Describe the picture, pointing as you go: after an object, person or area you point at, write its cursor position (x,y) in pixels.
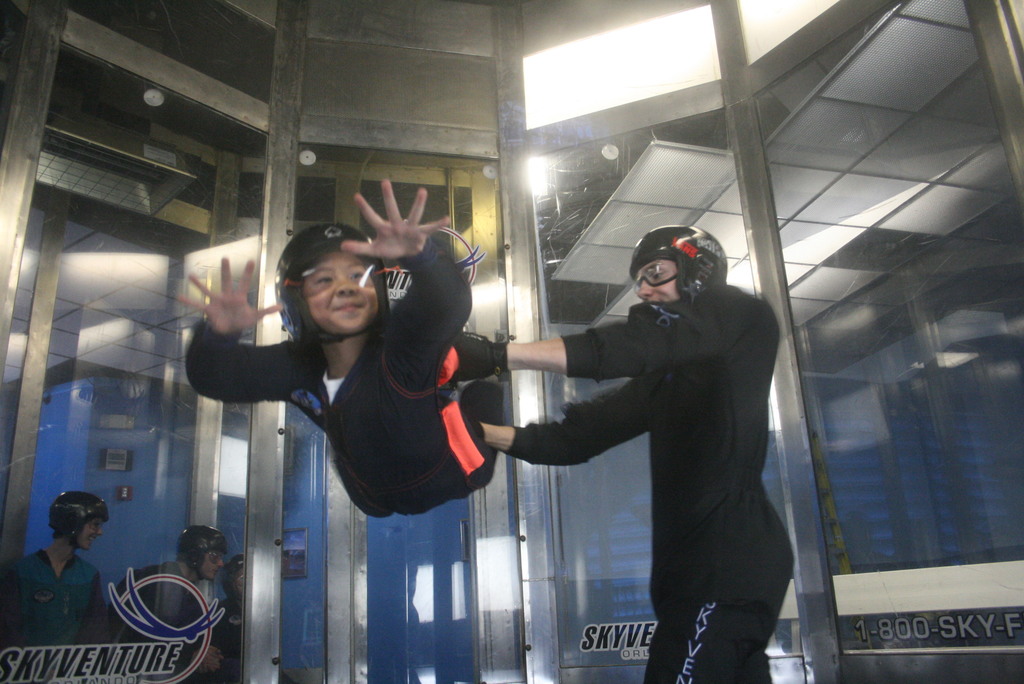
In this image there is one person (634,419) standing on the right side of this image (697,434) is wearing black color dress (705,477) and there is one kid (360,426) is in the air as we can see in the middle of this image (423,361). There are some glass doors (793,261) in the background (486,195). there are some other persons (203,575) in the bottom left corner of this image (191,548).
